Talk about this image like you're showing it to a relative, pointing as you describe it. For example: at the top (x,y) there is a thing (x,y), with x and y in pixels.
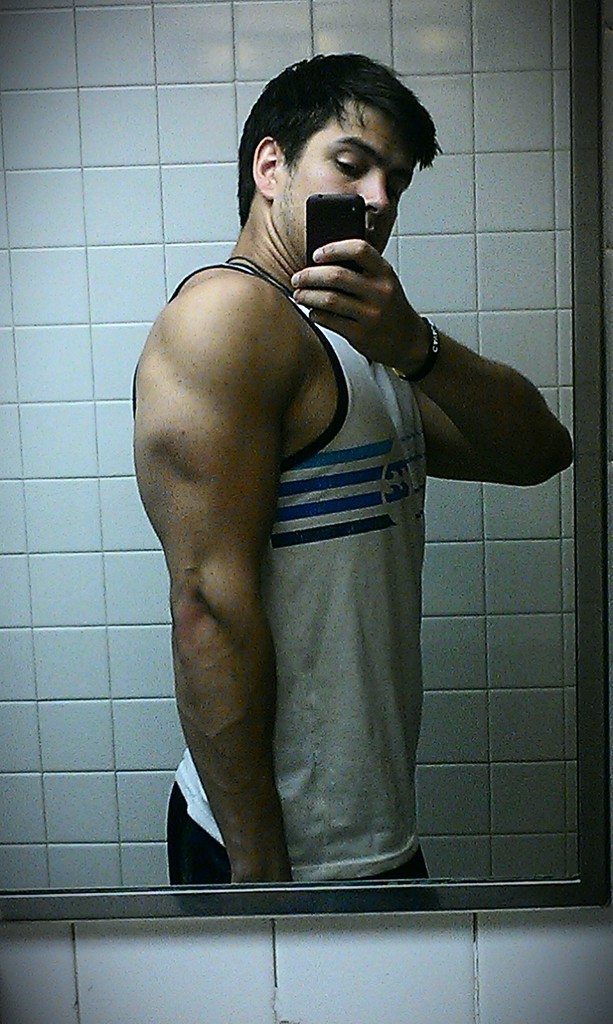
In this image, we can see a person reflection (327,566) in the mirror (54,519). This person (452,464) is wearing clothes (358,620) and holding a phone (317,220) with his hand (352,297).
